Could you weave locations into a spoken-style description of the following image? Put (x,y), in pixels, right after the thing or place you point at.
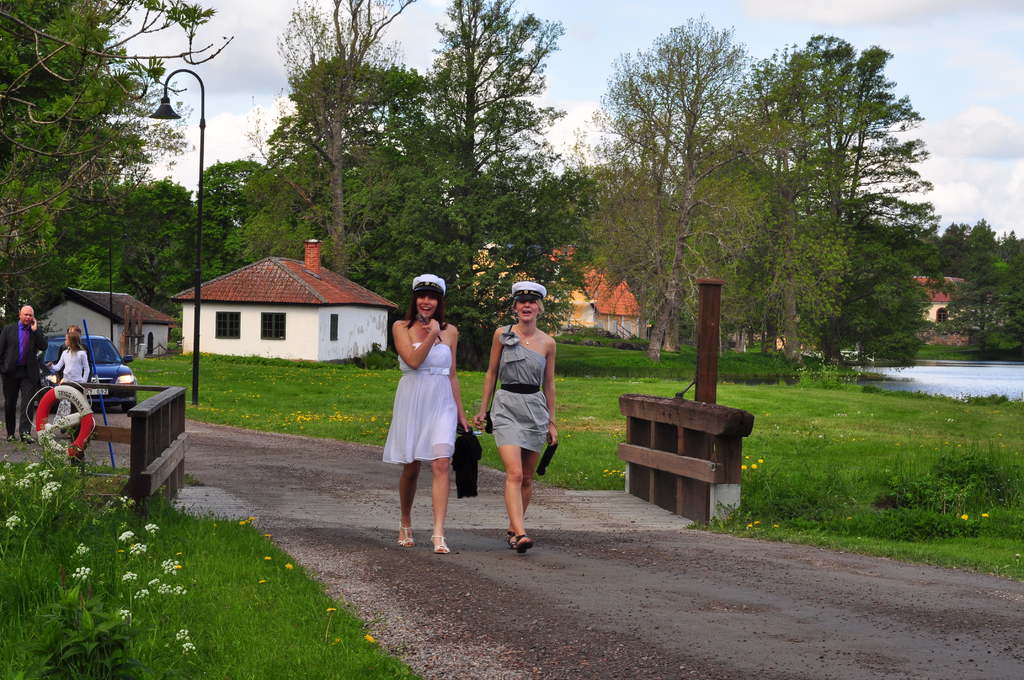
In this image, we can see two persons (548,387) wearing clothes (442,414) and standing on the road (508,525). There is a car (127,378) and two persons (86,362) on the left side of the image (38,357). There is a lake (948,381) on the right side of the image (952,380). There are shelters (221,305) and trees (468,214) in the middle of the image (674,295). There is a sky (622,36) at the top of the image (625,43).
